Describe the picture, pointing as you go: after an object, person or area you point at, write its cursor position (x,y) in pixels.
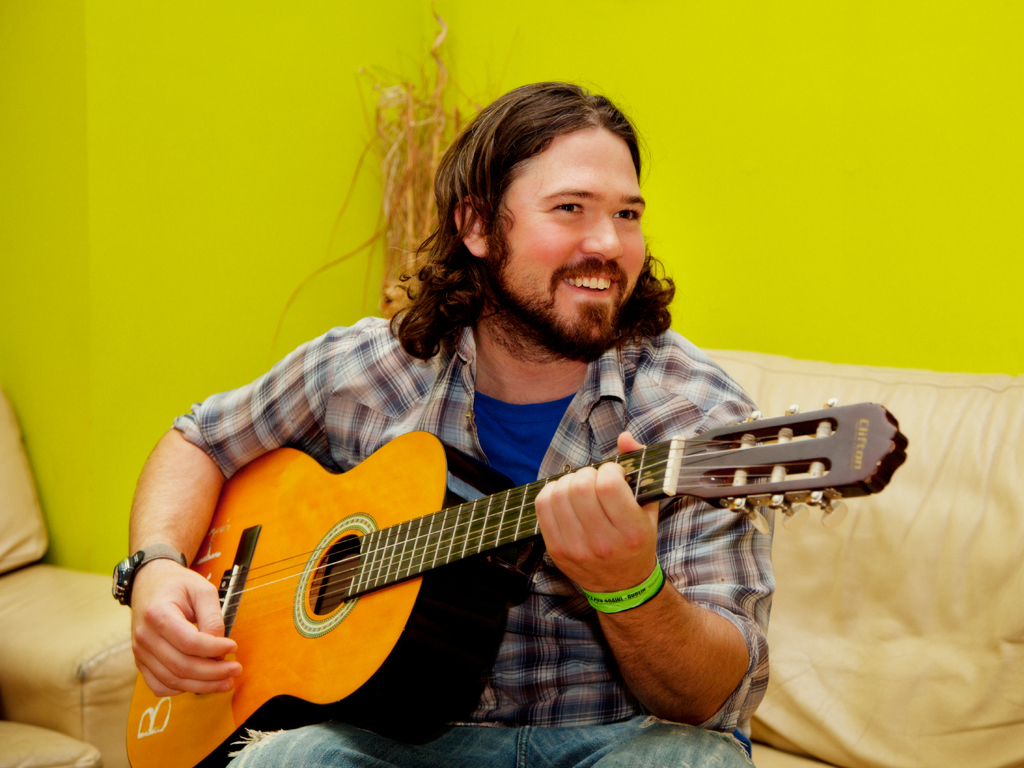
This picture shows a man (319,750) Seated on the sofa (791,365) and playing a guitar (464,483).
